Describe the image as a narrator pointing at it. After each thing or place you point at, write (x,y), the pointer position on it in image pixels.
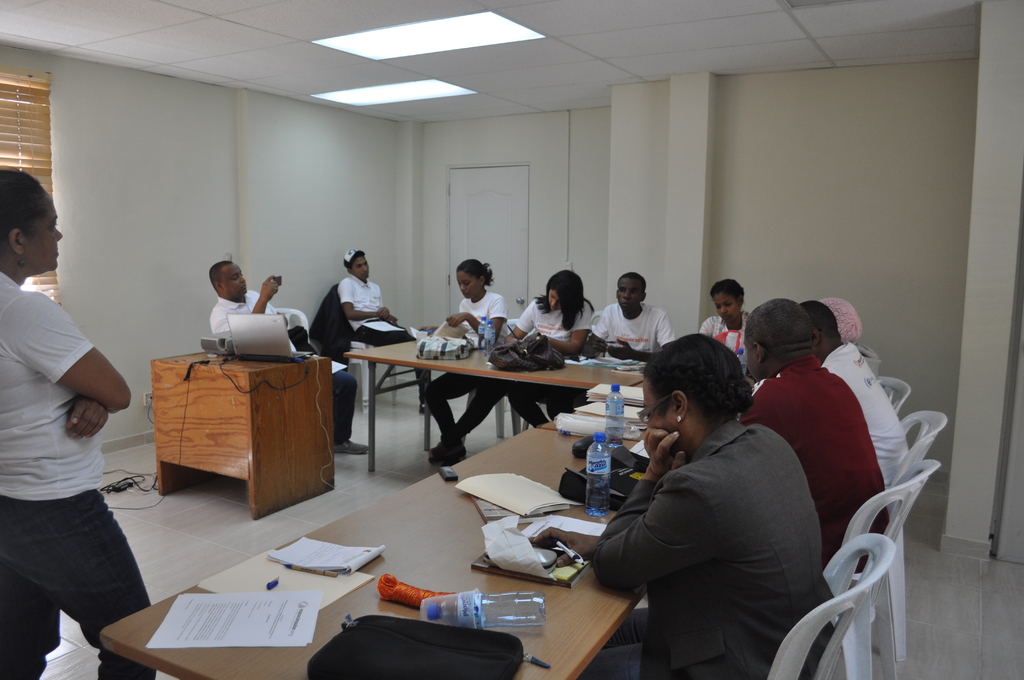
in the picture there are many people (646,545) sitting on the chair (829,608) with the table (216,658) in front of them, on the table (610,612) there are many items (543,566) present on it, a woman (42,439) is standing near the table (587,604).
